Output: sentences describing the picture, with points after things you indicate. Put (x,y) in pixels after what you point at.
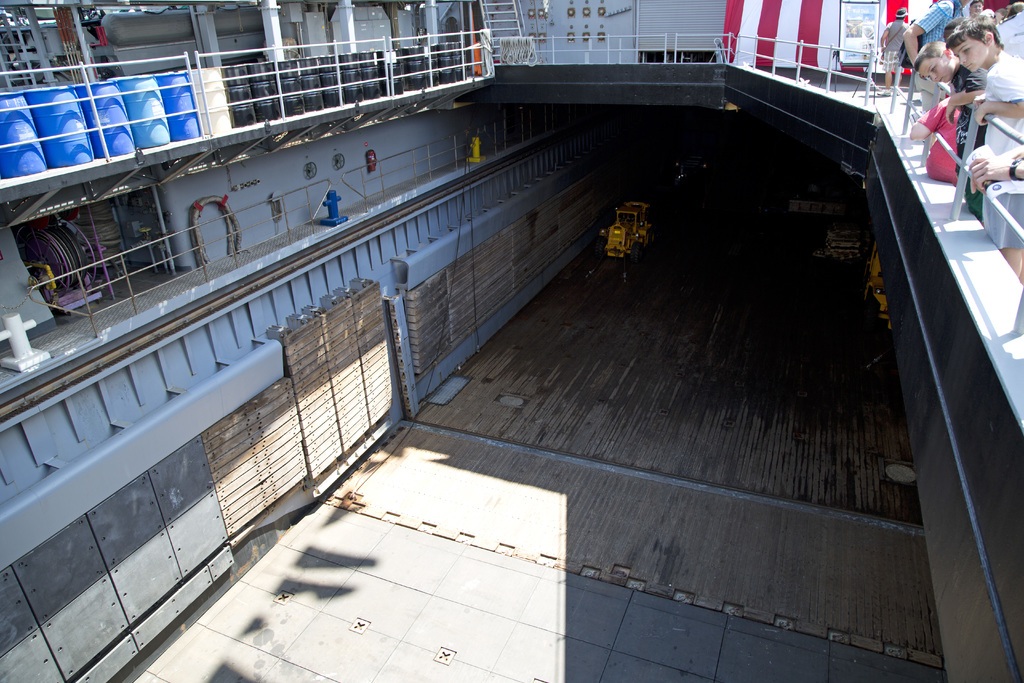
In this image we can see some people (969,96) standing near the railing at the top right side of the image (920,88) and we can see two vehicles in the middle (635,250). There are some barrels (117,140) behind the railing (418,61) at the top left (112,148) and we can see some objects (26,257).
